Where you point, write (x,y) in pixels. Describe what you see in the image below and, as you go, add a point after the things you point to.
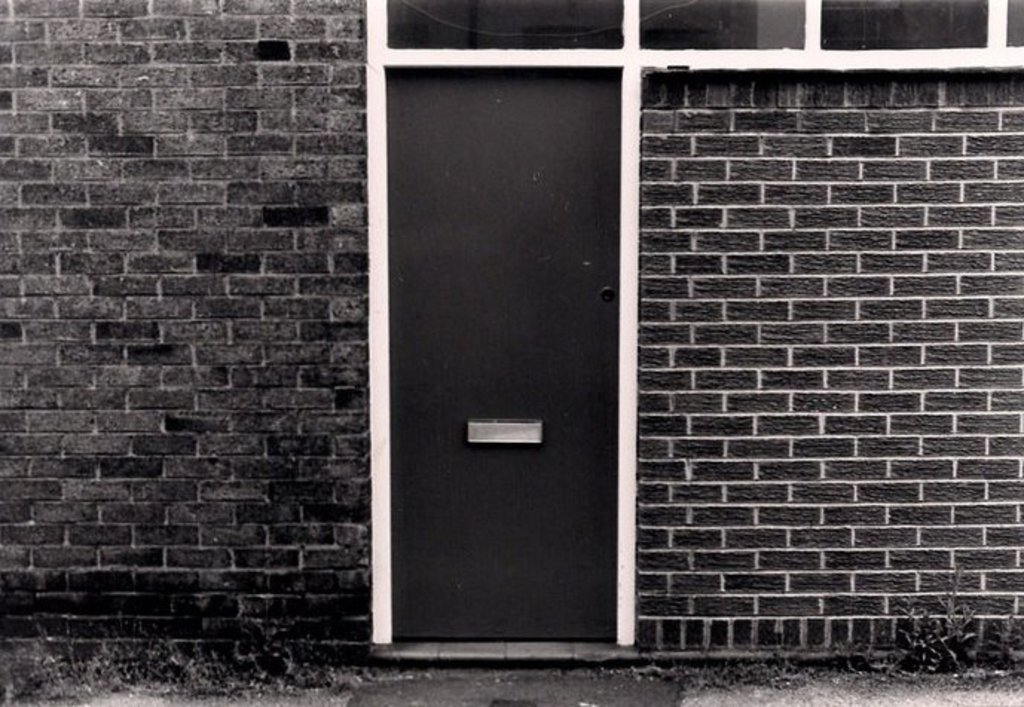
In the picture we can see a house wall (697,443) with bricks (733,515) and in the middle of it, we can see a door (471,337) which is black in color.
